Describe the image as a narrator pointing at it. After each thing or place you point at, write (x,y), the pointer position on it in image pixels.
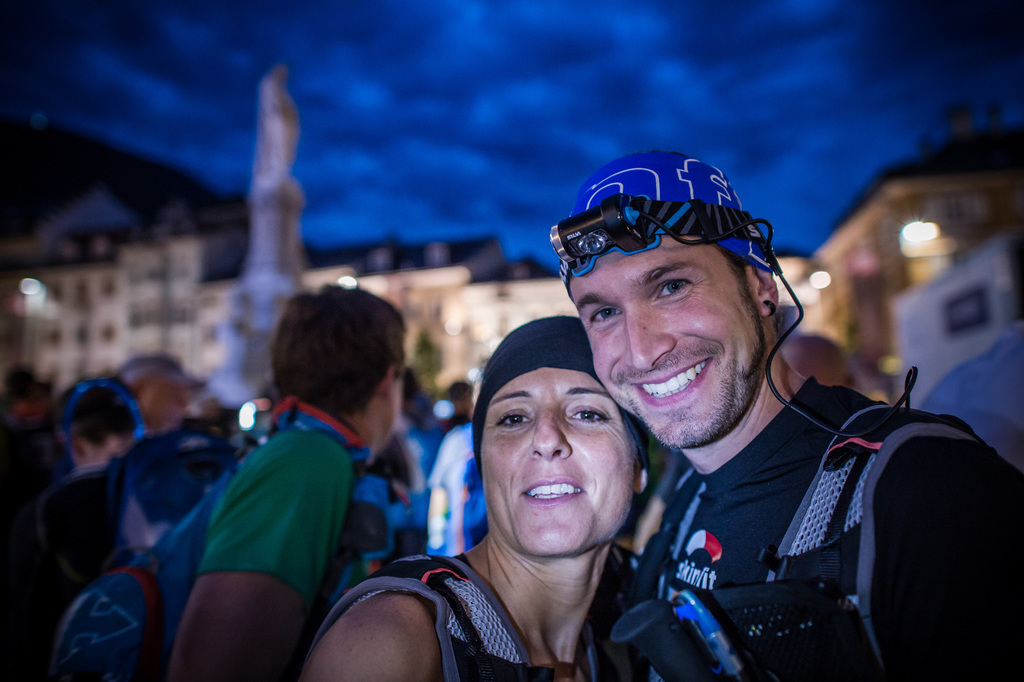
In this image in the foreground (722,401) there is one man (705,497) and one woman (555,505) who are smiling, and in the background (257,462) there are a group of people (372,453) and some houses (388,274) and some statue (267,208) and on the top of the image (589,95) there is sky (456,186).
